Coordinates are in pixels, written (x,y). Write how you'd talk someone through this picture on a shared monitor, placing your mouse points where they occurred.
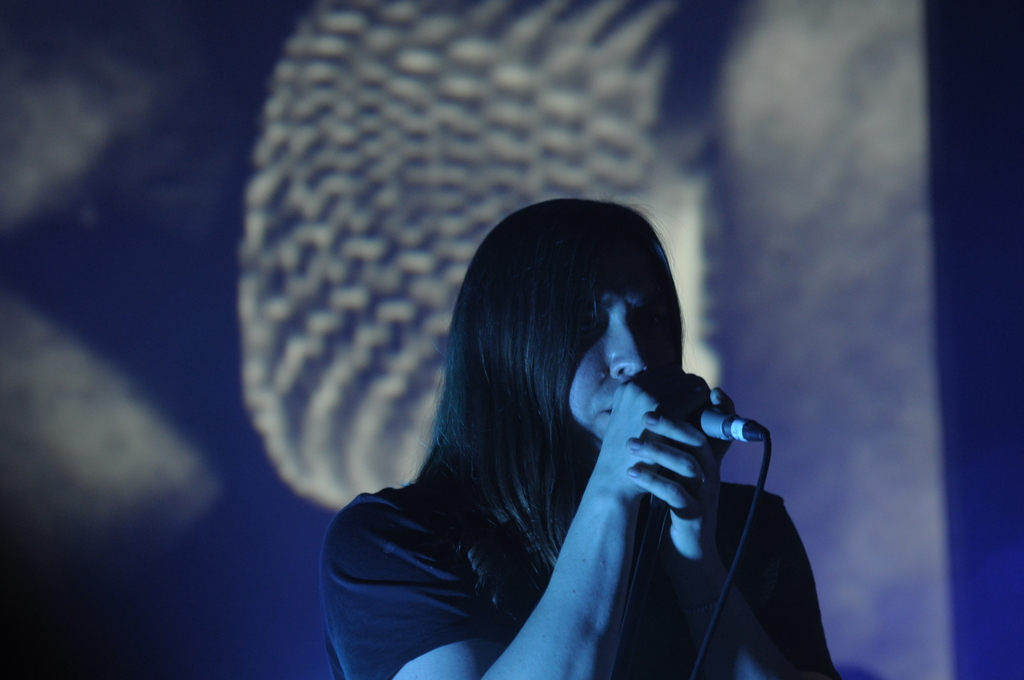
In this image we can see a woman (388,625) in the center (622,333) and she is singing on a microphone (676,400).
